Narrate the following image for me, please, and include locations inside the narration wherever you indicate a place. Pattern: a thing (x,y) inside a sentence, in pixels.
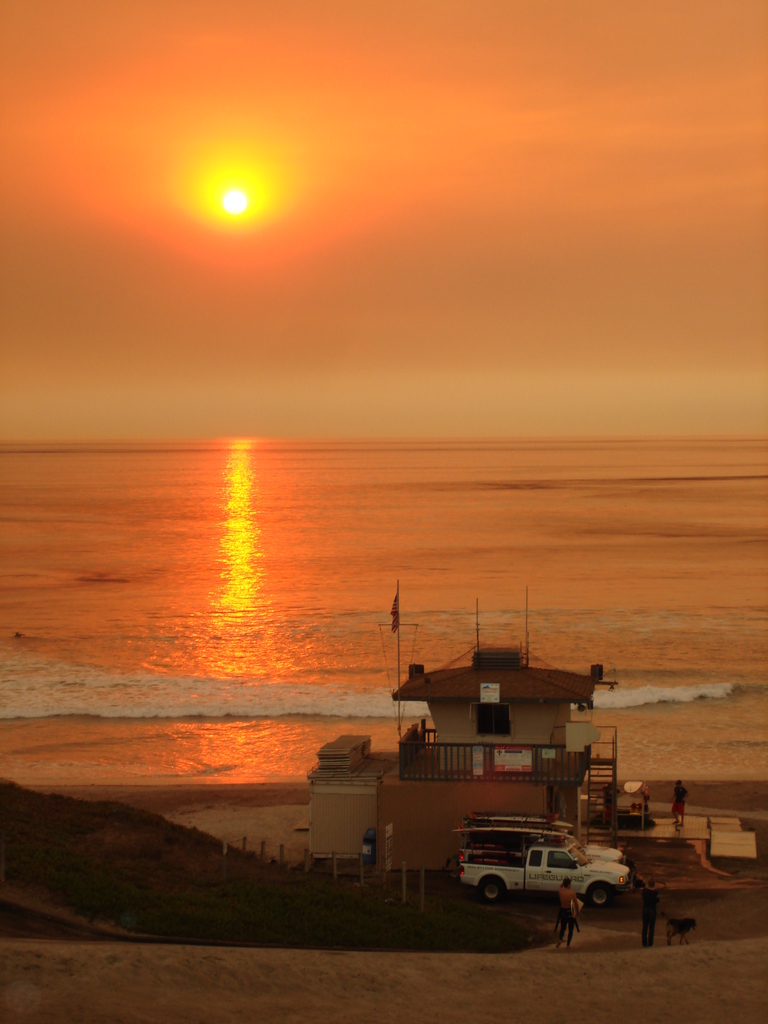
In this picture we can see some people (561,893) on the path (555,917) and a vehicle (520,877) on the ground (588,920) and behind the vehicle (503,850) there is a house (474,726). Behind the house (488,714) there is the sea (225,589) and a sun (238,205) in the sky (224,287).
